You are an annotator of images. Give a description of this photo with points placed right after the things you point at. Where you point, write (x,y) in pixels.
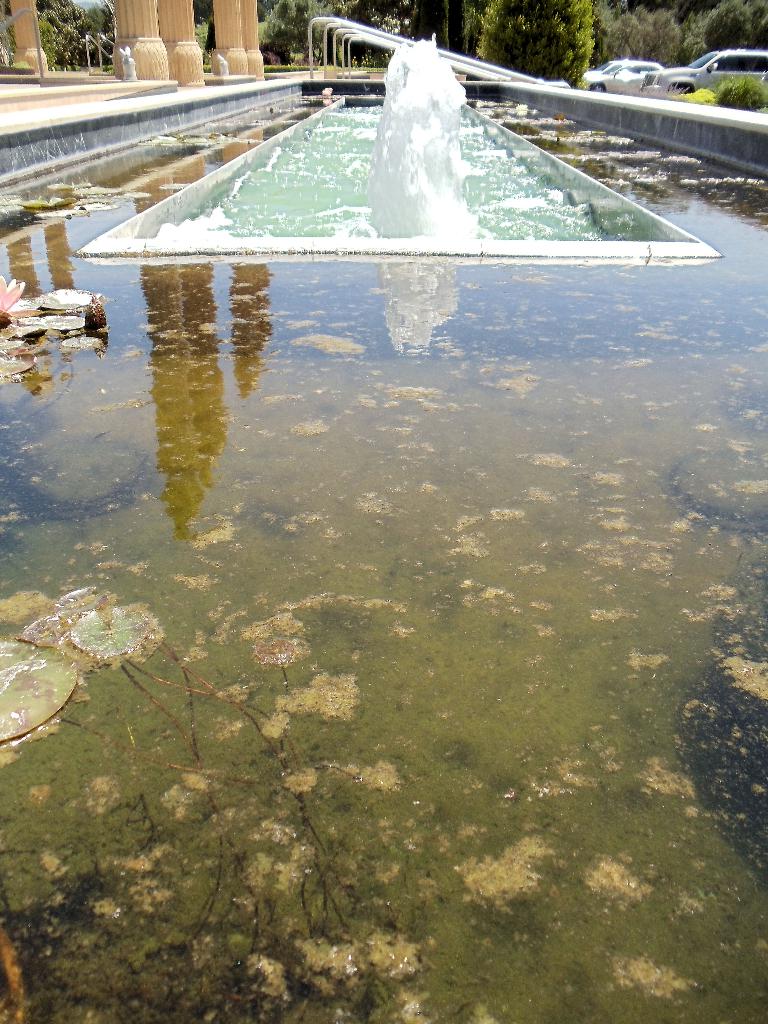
In this image I can see a water (358,477), fountain (407,180), poles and cream pillars (184,43). Back I can see trees (611,50) and few cars (630,62).
